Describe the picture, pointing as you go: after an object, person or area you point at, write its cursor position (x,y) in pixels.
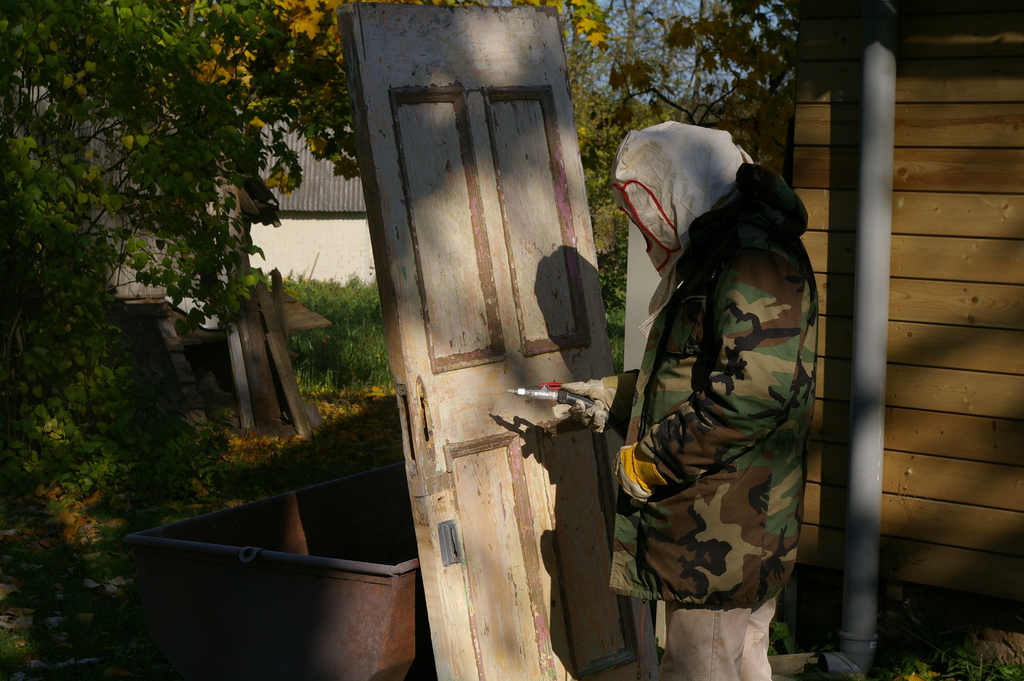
In this image I can see the person (595,409) standing and the person (631,384) is holding some object (541,389). Background (657,42) I can see a pipe (869,190) attached to the wooden wall (946,306) and I can see trees (219,89) in green color, leaves (783,120) in yellow color and the sky (652,27) is in blue color.
